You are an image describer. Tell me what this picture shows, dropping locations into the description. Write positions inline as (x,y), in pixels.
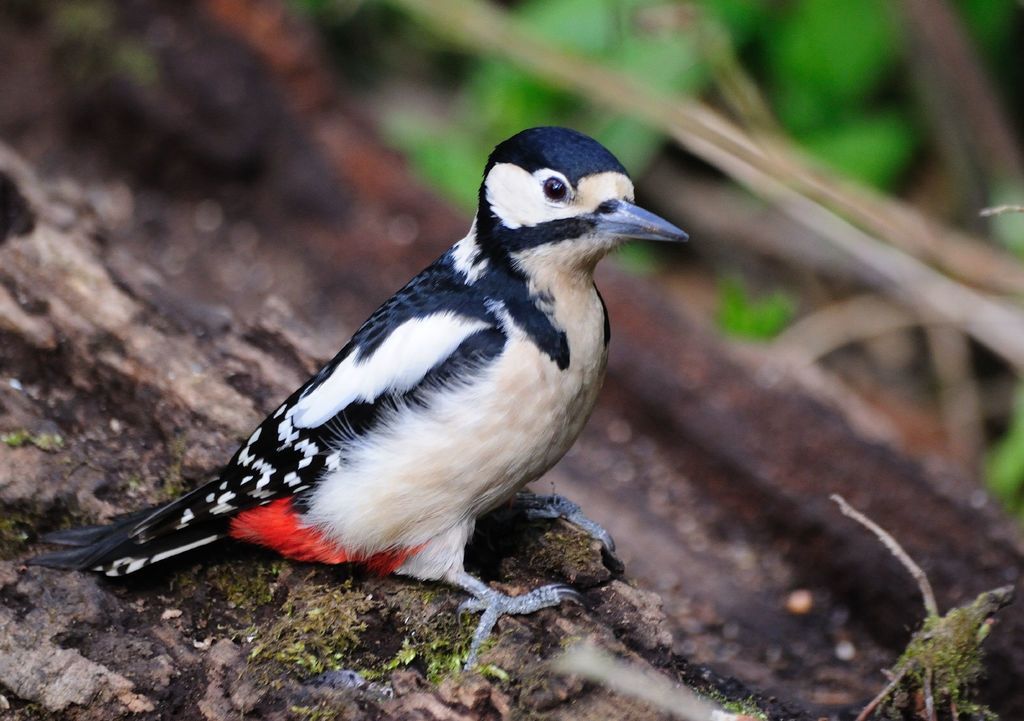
This image is taken outdoors. At the bottom of the image (432,623) there is a bark (590,687). In the middle of the image (533,433) there is a bird (440,424) on the bark (408,626).
